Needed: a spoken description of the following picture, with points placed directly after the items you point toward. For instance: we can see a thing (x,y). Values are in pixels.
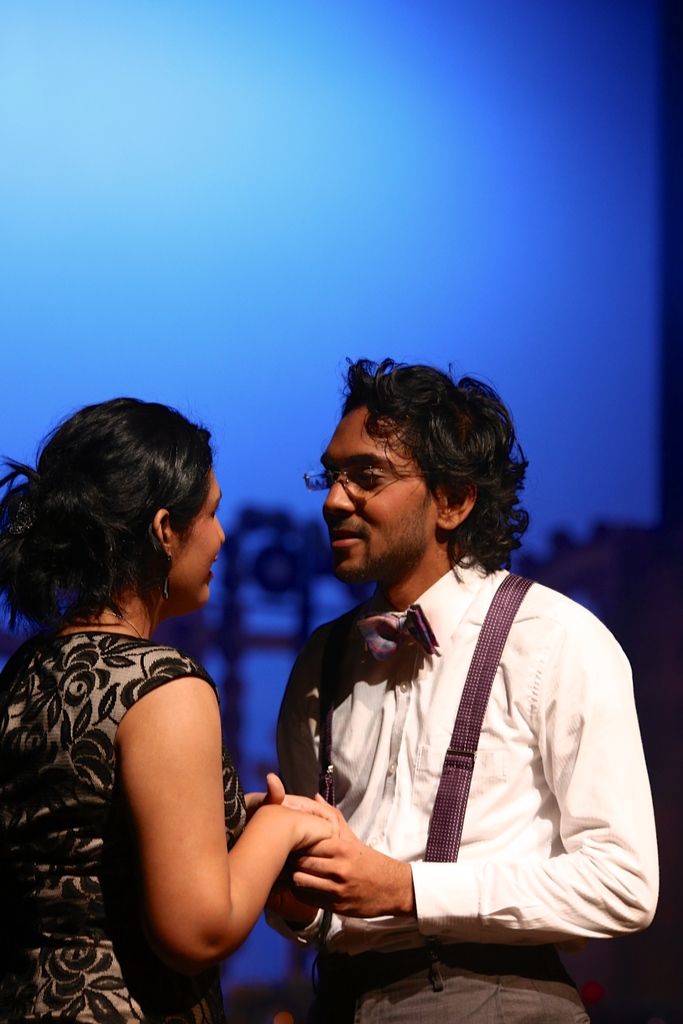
In this image we can see two persons (274,781) facing each other and in the background (261,176) we can see a blue backdrop (183,121).
